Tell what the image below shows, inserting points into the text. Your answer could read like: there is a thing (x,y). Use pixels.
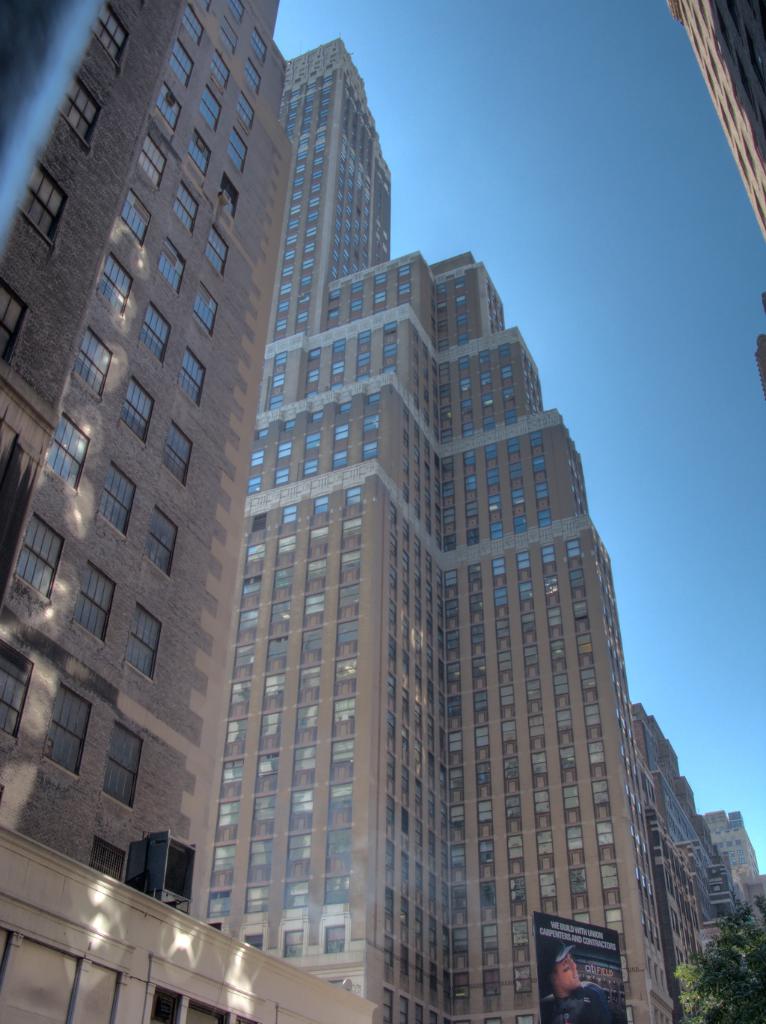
In this image we can see many buildings (598,851) with windows (602,844) and glass walls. In the right bottom corner (588,955) there is a banner (617,982) and a tree (716,957). In the background (714,552) there is sky (591,454).
